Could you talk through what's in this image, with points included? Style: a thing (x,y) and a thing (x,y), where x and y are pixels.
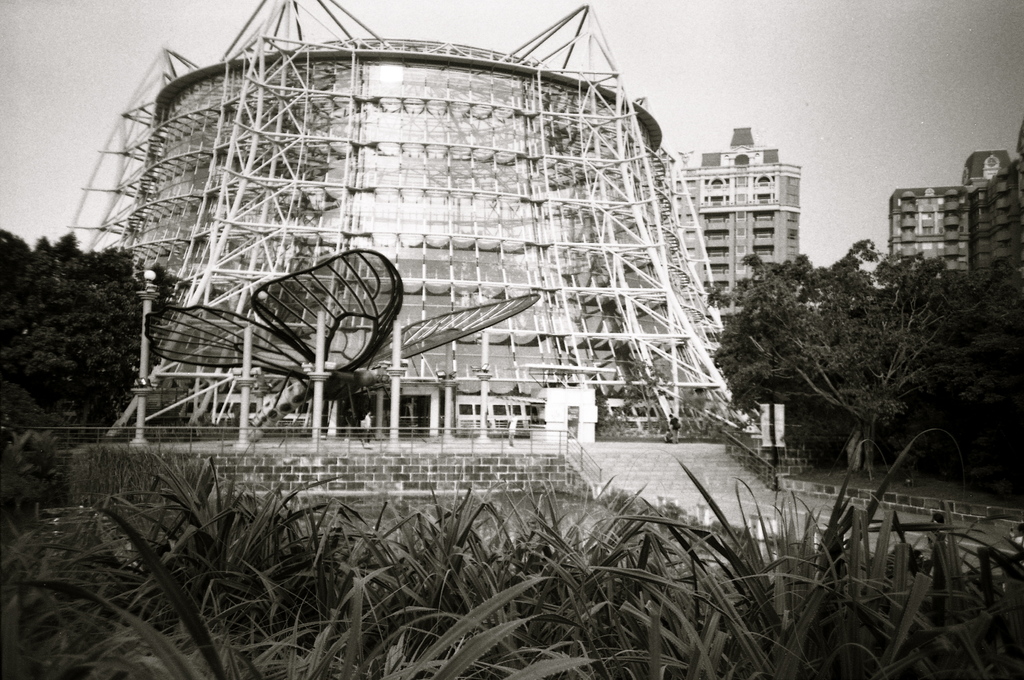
In this image I can see the black and white picture in which I can see few plants (470,598), few stairs (706,477), the railing (544,449), few persons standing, a huge butterfly shaped structure (333,358), few trees (808,340) and few buildings (634,277). In the background (714,138) I can see the sky (805,99).
